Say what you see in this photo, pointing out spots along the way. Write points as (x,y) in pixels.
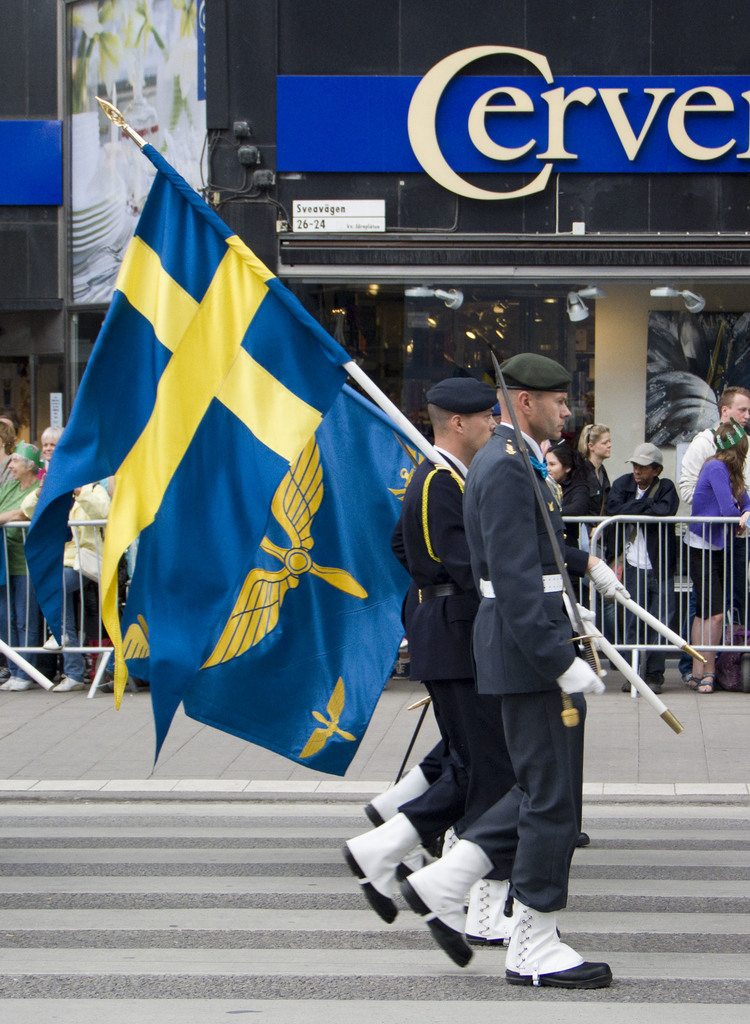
This picture is clicked outside. On the right (510,444) we can see the group of persons (402,520) wearing uniforms (472,468), holding flags (317,506) and walking on the zebra crossing (452,965). In the background (615,409) we can see the group of people (79,501) standing on the ground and we can see the buildings (317,90) and text (504,149) on the building (442,199) and metal rods (713,643).
